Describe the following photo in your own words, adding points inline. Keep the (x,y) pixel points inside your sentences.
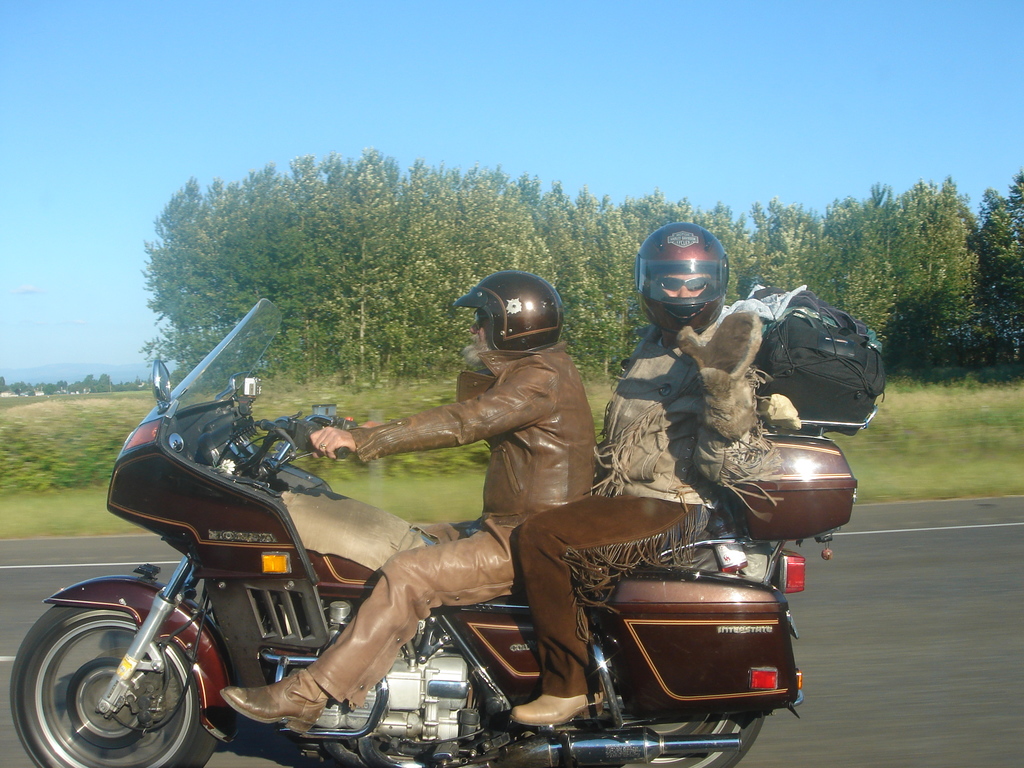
There are two people (652,435) riding on the motorbike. The first one (566,446) who is wearing a jacket (591,441) is riding the bike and the second one (598,463) who is sitting on the back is wearing a helmet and we can also find some trees (506,243) in the background (437,80) and a blue sky (636,167).
